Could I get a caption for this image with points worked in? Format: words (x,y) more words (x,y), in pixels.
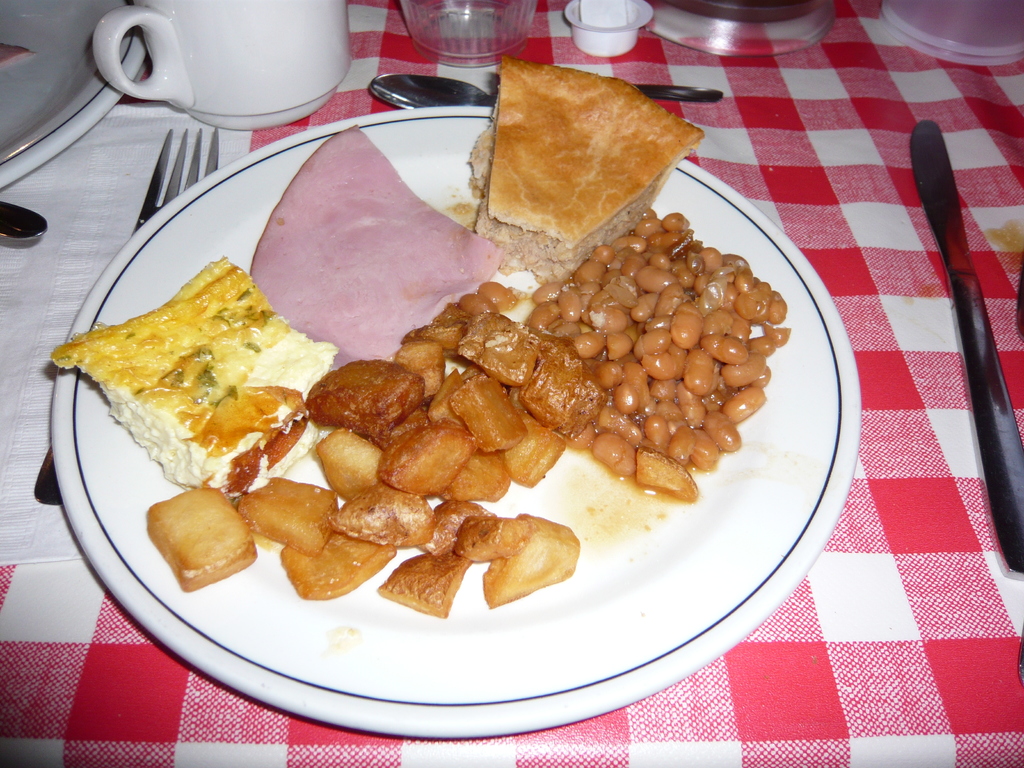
In this picture I can see food items (386,365) on white color plate (111,482), fork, spoon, cup (211,44) and other objects (994,394) on the table (82,613). The table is covered with a cloth (149,680).
